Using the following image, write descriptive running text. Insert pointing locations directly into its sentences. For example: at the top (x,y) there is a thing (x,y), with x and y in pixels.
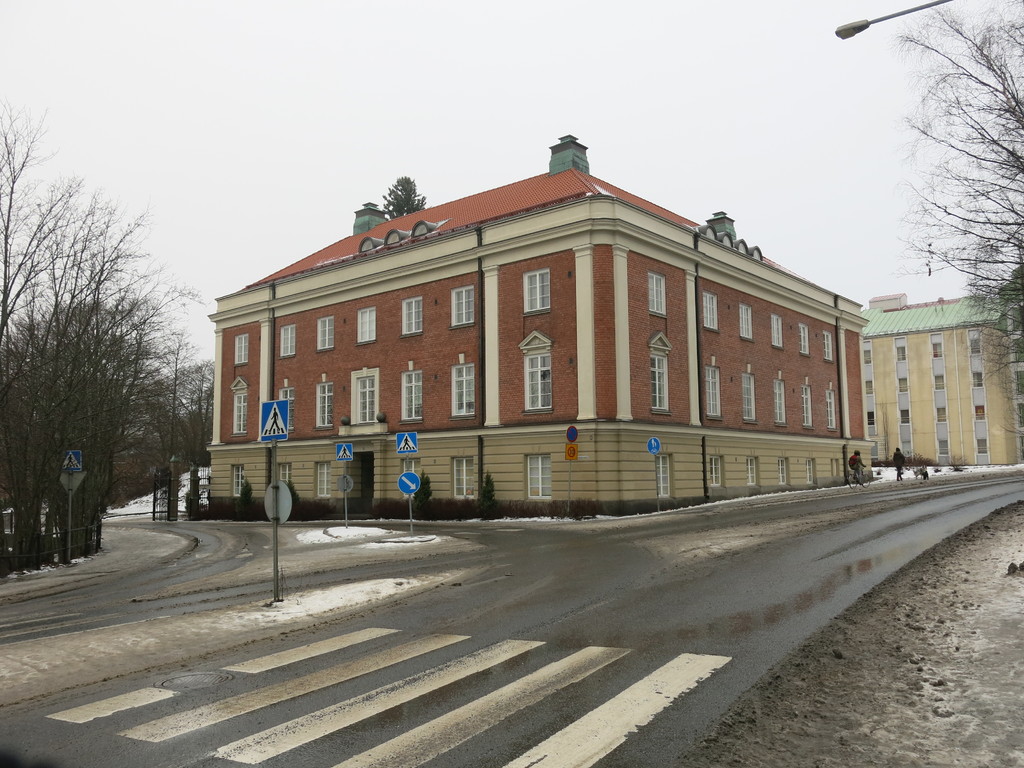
In this picture we can see the buildings (821,360), windows (708,385), door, bushes (517,507), poles (656,482), sign boards (652,451). In the background of the image (24,448) we can see the trees (24,448) and the road (743,536). On the right side of the image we can see the light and one person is riding a bicycle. At the top of the image (620,154) we can see the sky (790,63).
